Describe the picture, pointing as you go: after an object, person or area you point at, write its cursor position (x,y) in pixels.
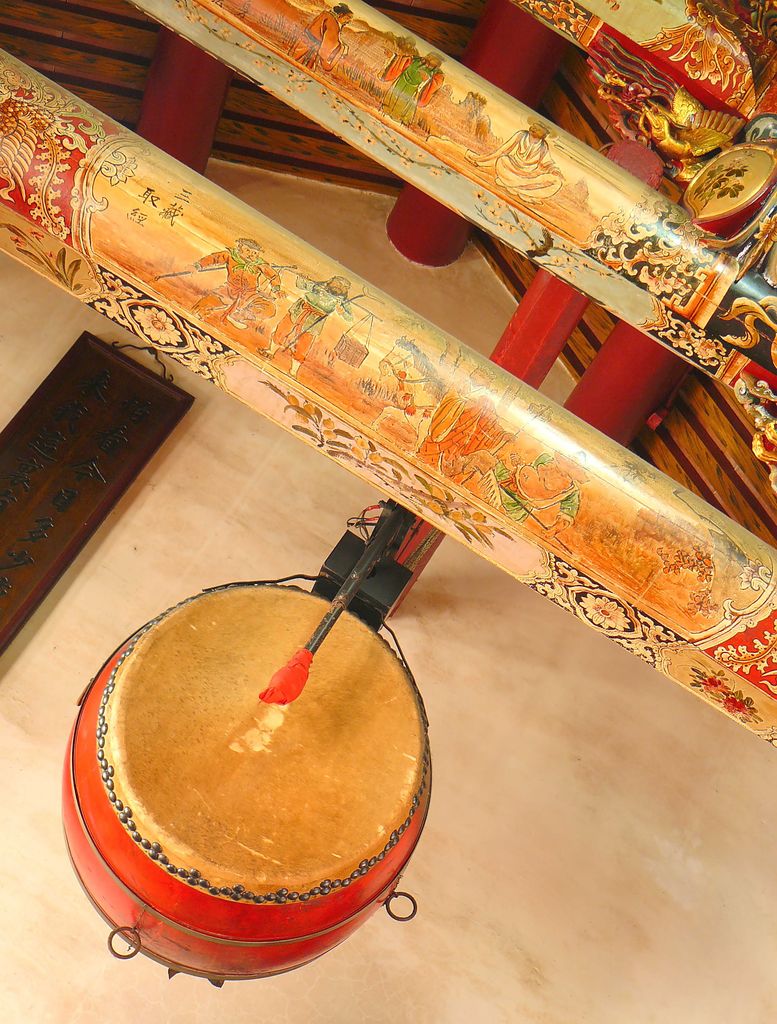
At the bottom of the picture (118,896), we see a drum (178,753) in red color. Beside that, there are pillars (428,190) and behind that, we see a white wall (182,494) and we even see a brown board (107,413) with some text (109,431) written on it, is placed on the wall (62,586). Beside that, we see a wall (675,421) in brown color and we even see red color rods (559,331).
